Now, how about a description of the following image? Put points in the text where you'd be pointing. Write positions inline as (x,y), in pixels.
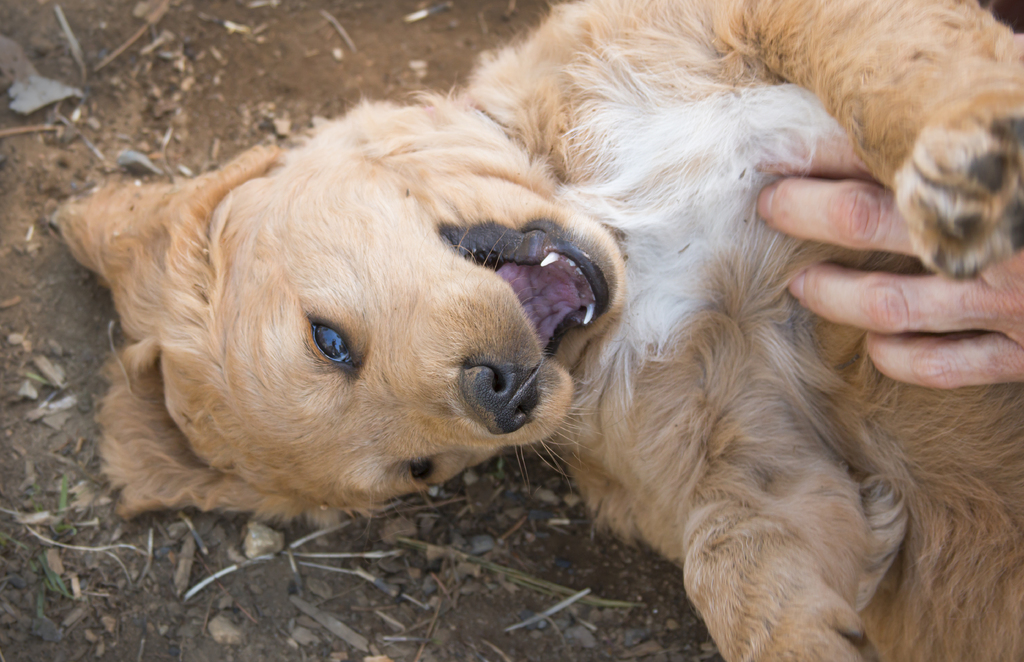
In the image we can see a dog (537,241), light brown and white in color. There is a human hand (954,292) and there is sand (153,86).
